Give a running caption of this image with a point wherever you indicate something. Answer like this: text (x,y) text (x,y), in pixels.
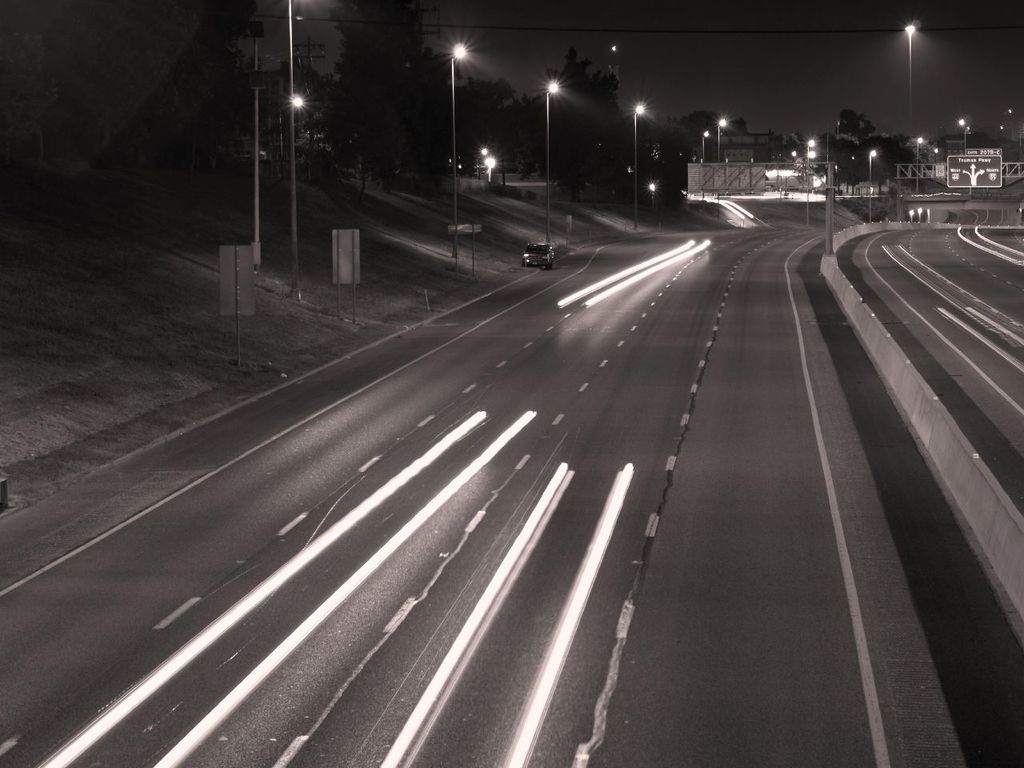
In this image at the bottom (671,563) there is a road (671,563) on the road (649,614) there are some vehicles (532,266), and on the right side (897,163) and left side (296,73) there are some lights (987,240) and trees (388,162) and also some poles (291,99) and street lights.
